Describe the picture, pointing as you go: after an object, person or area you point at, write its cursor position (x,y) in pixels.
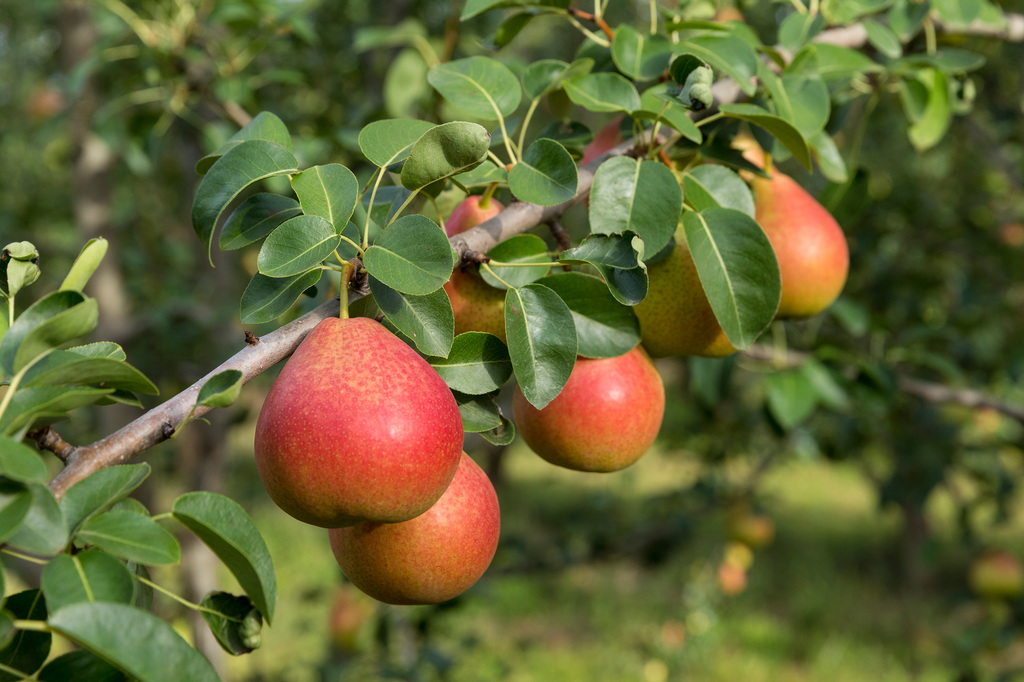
In this picture we can see fruits (459,280), leaves (802,139) and in the background (958,239) we can see trees (351,23) and it is blurry.
